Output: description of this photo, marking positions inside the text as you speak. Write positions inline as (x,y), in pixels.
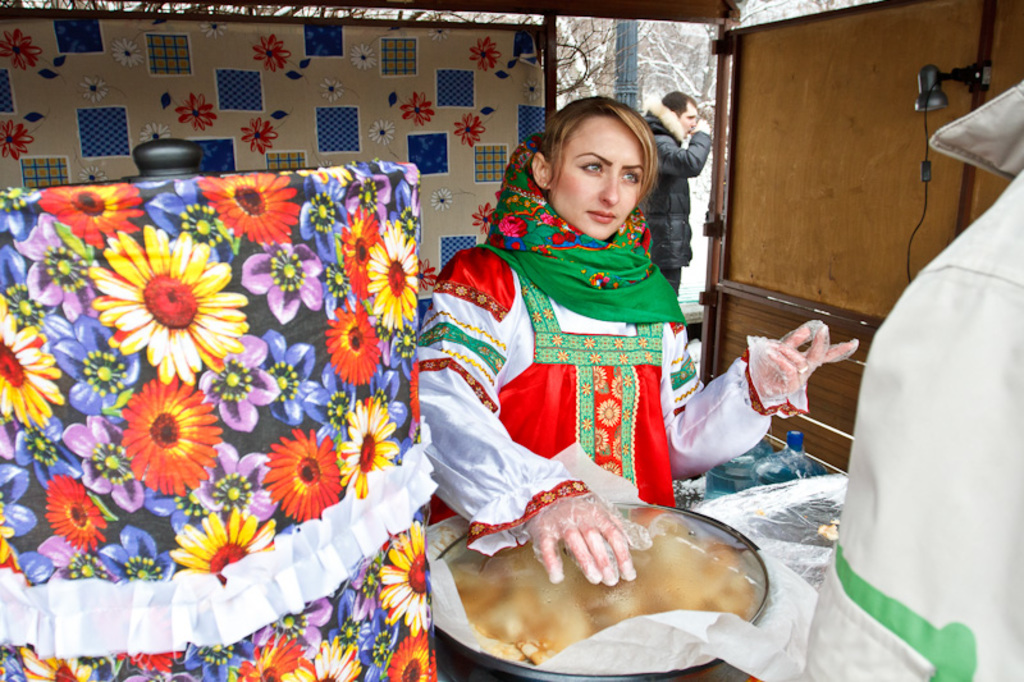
In this image there is a woman (565,385) wearing hand gloves (581,537) and covering the lid (643,553) of a container (727,561). In the background (687,125) there is some person (683,130). There is also a curtain (268,95) with flowers (259,47). On the right (797,140) there is a wooden wall (856,229). On the left (200,405) there is an object (136,341) with cover (301,587) as flowers (236,409). In the background (595,58) we can see some trees (676,56) covered with snow (579,53).
